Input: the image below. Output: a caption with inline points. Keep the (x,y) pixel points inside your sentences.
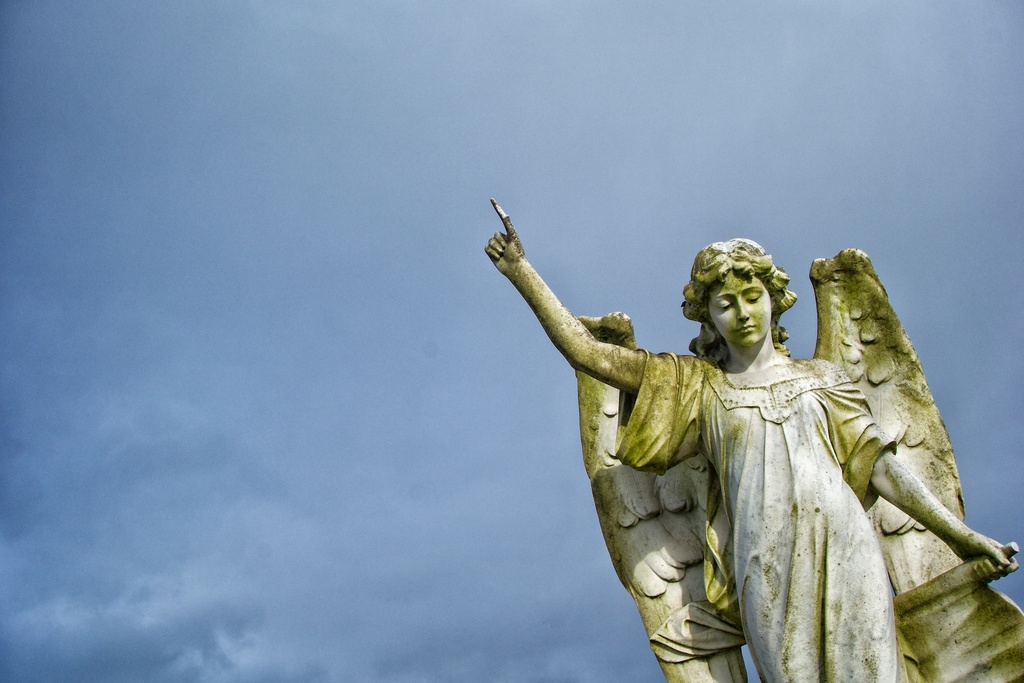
In this image I can see the statue (694,397) of the person (769,392) which is in ash and green color. In the background (248,312) I can see the blue sky (324,287).
